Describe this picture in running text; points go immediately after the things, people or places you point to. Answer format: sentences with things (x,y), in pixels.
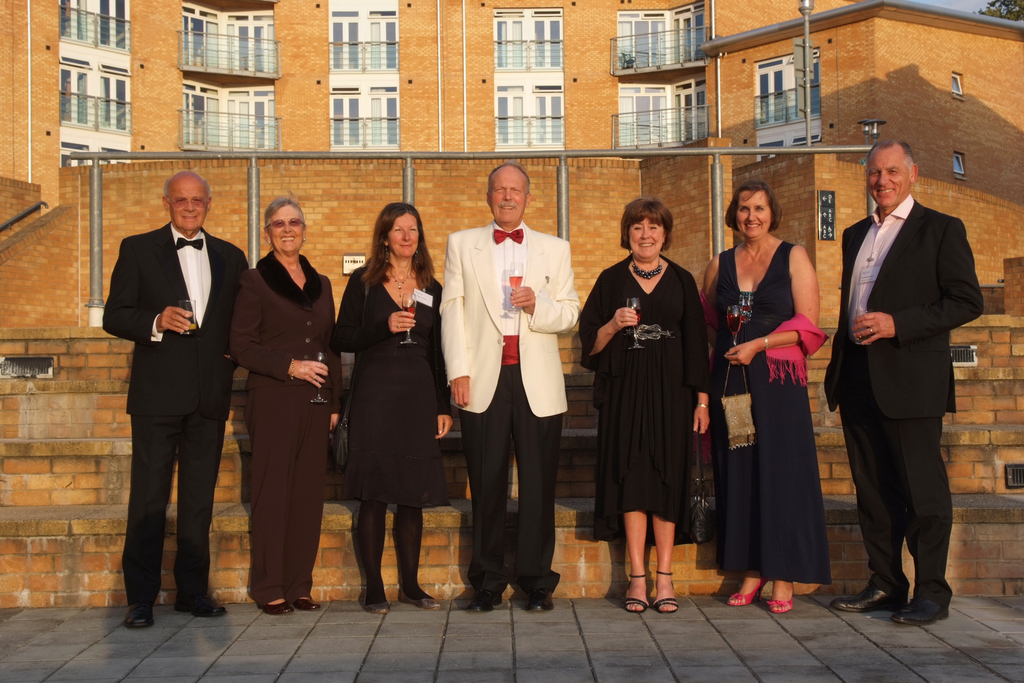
In this image in the center (462,336) there are a group of people (509,336) who are standing and all of them are holding glasses (186,332), in the background (921,134) there is a building (290,100) and there are some stairs (576,513). At the bottom (539,611) there is a walkway (585,645).
